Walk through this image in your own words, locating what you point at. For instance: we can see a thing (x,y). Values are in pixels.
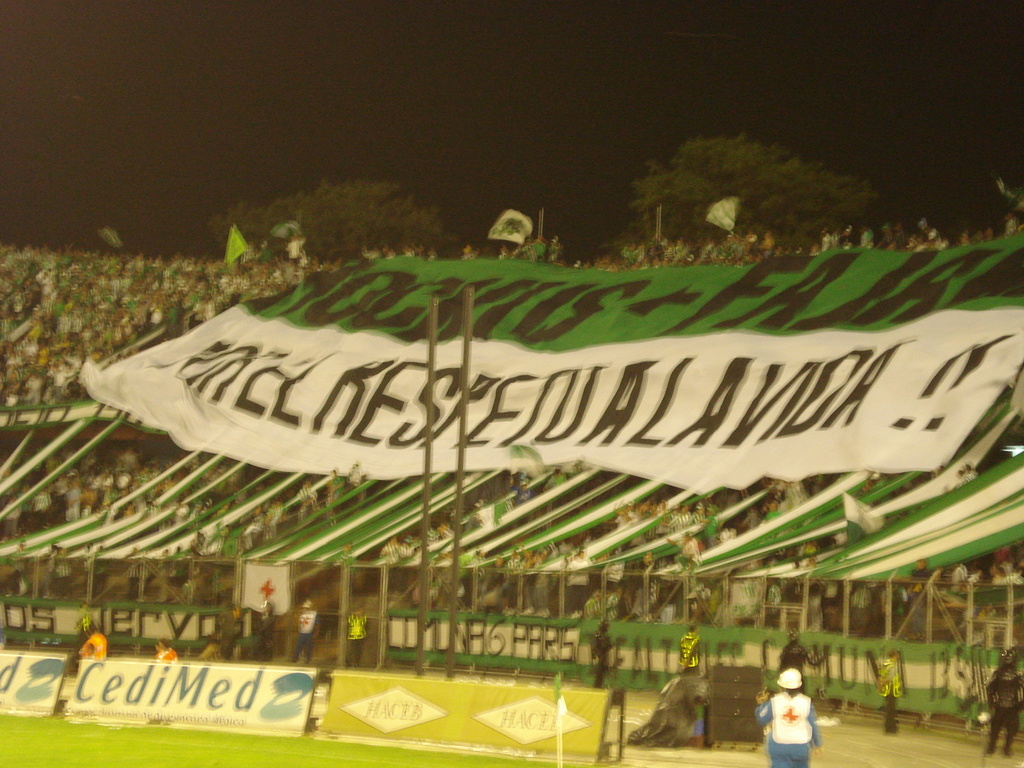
In this picture we can see a ground (125,760), at the bottom (125,760) there is grass (125,760), we can see some people (165,317) in the background (156,307), there are some ribbons (932,550) and a cloth (702,379) in the middle (682,383), we can see some people (789,710) standing in the front (789,710), there are trees (728,182) and flags (733,209) in the background (743,228), we can see hoardings (410,705) in the front (327,715).
